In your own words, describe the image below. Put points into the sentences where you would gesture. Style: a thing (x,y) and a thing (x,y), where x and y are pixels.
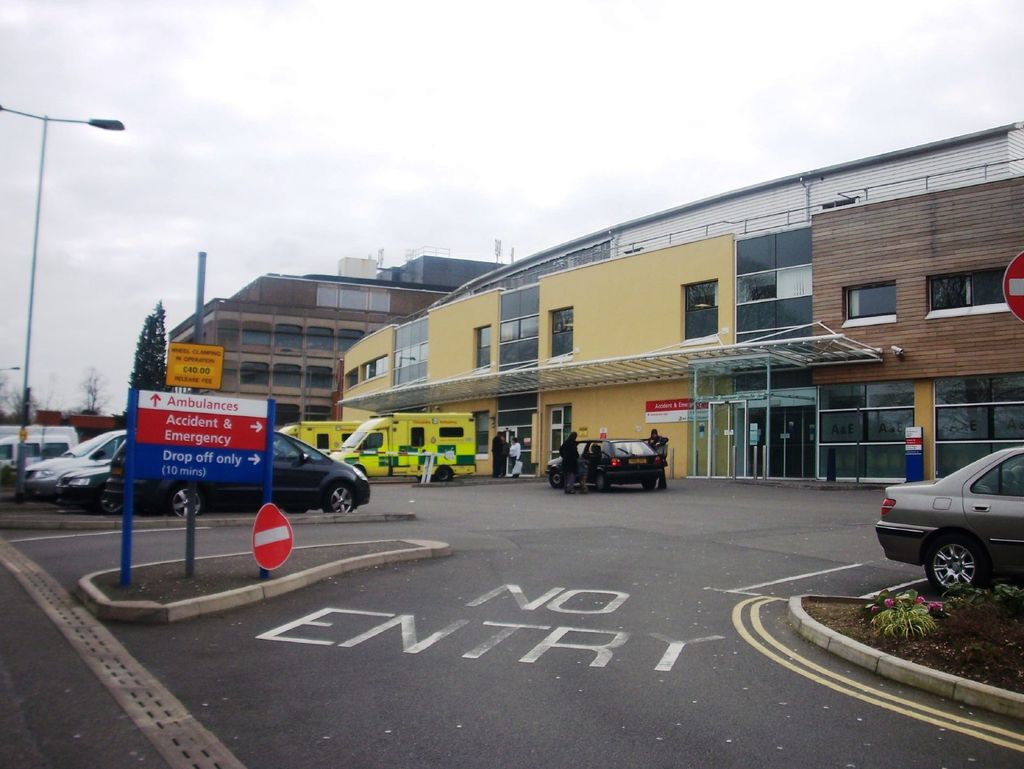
In this image we can see buildings (646,350), vehicles (963,529), cars (963,529), persons (662,441), door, windows (832,401), street light (50,122), sign boards (215,380), flowers (933,604), plants (1007,589), trees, sky (547,79) and clouds (178,189).
